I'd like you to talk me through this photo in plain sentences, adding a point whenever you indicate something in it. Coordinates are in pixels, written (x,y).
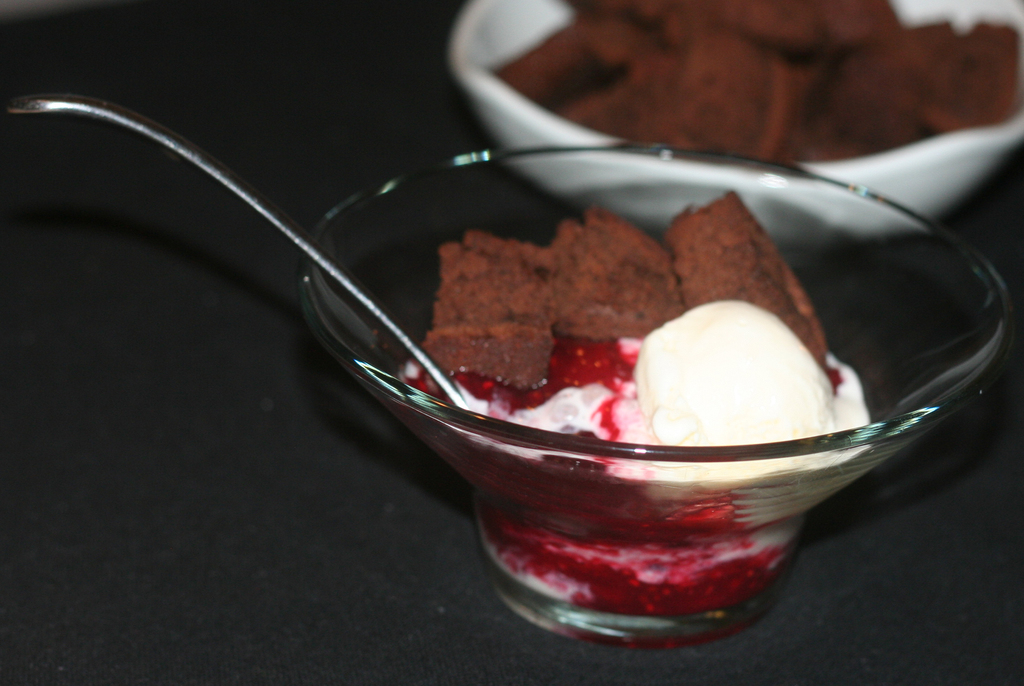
In this image we can see a ice cream (835,419) and spoon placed in a glass bowl (643,464) and in the background (988,68) we can see some food (587,14) placed in a bowl (958,153).
